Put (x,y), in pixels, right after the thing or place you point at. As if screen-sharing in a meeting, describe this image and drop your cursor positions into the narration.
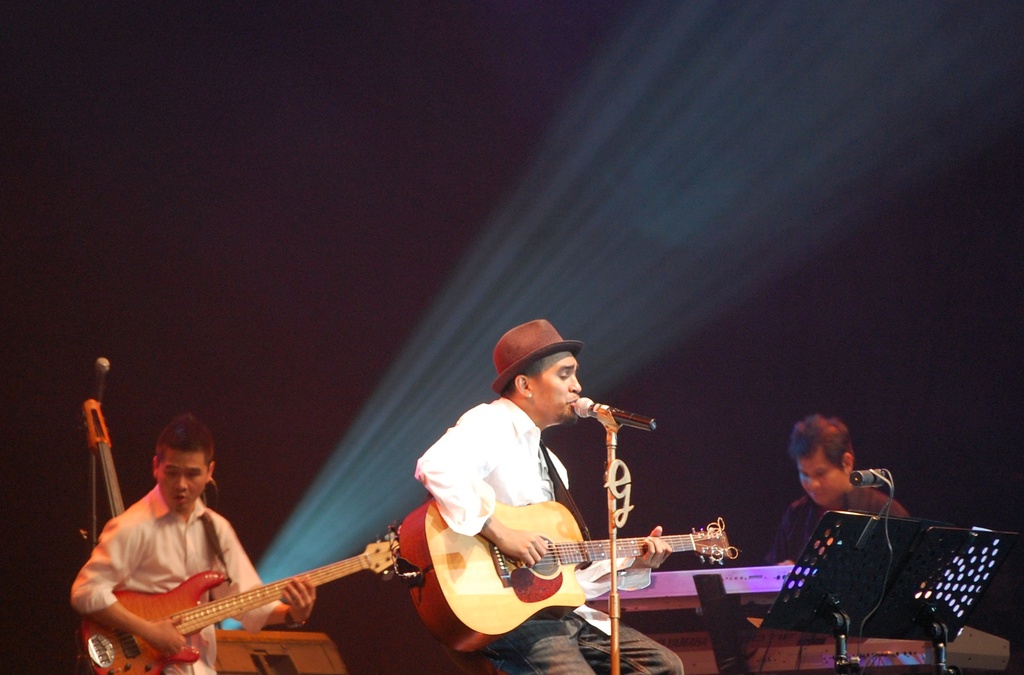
This image is taken in a concert. In this image there are people (821,426) and they are men (510,665). In the middle of the image (584,398) a man (585,657) is sitting on a chair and holding a guitar (415,560) in his hand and singing in a mic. In the left side of the image (181,423) a man (277,611) is holding a guitar (271,592) in his hand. In the right side of the image (692,590) a man (774,543) is playing a keyboard (807,654).
